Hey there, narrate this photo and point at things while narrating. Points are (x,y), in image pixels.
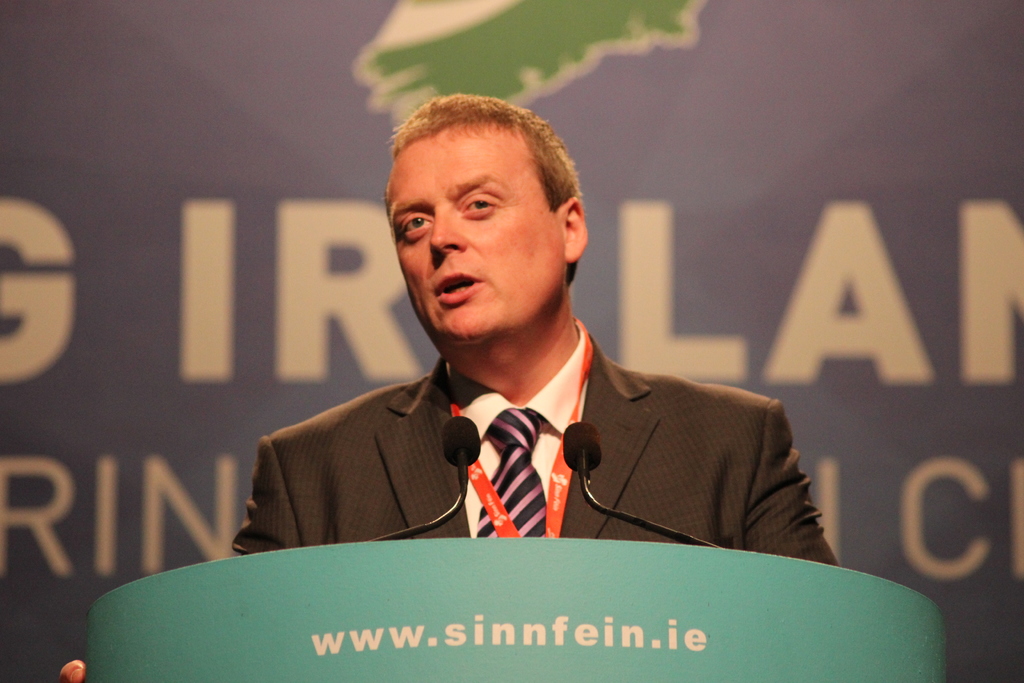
In this picture we can see a man (415,398) in the blazer (410,415) is standing behind the podium (400,577) and on the podium (396,602) there are microphones (460,426). Behind the person (462,270) there is a board (820,176).
